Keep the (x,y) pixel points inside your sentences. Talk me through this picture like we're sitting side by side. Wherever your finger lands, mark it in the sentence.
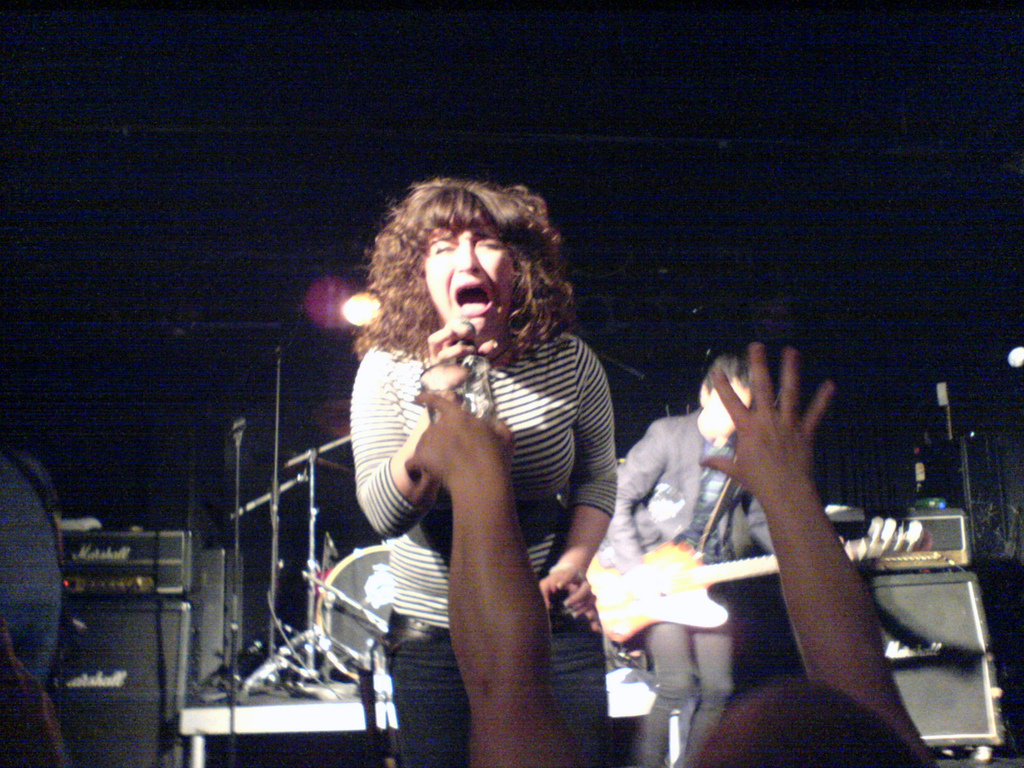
In this image we can see people (767,745). Background (68,648) there are musical instruments (314,623), devices (145,690), focusing lights (348,306), stand (276,434) and curtain (861,446). One person (731,441) is playing a guitar (721,572).
